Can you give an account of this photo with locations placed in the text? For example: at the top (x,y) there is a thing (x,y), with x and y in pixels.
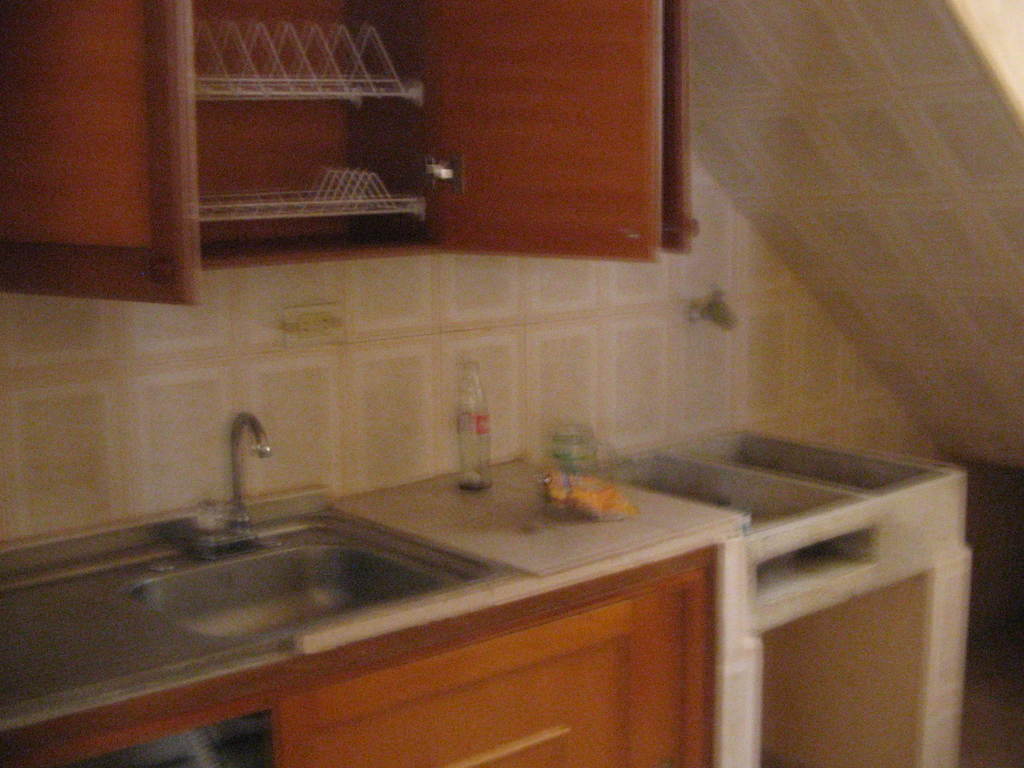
This picture is clicked inside. In the center (483,506) there is a kitchen platform (486,587) and we can see the bottles (466,483), washbasin (364,543) and a tap (234,517). At the top (706,178) there is a wall (684,267) and a wooden cabinet (206,130).
